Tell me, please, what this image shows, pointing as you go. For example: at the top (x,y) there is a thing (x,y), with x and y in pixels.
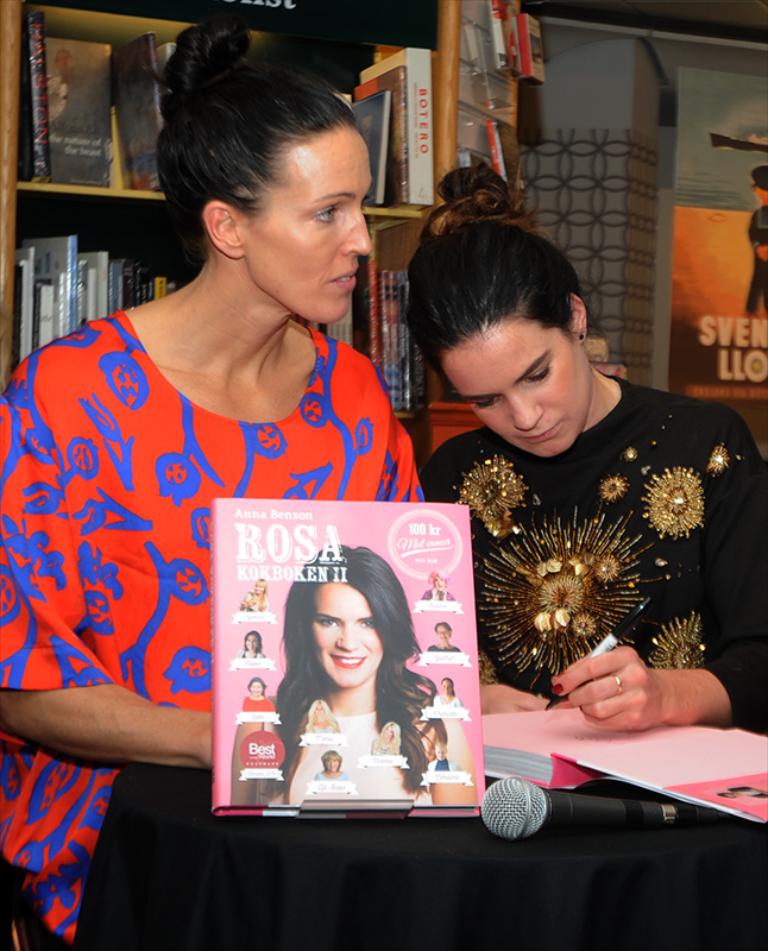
In the picture we can see two women (161,531) wearing red and black color dress (430,496) respectively sitting behind table (405,835) on which there is microphone (579,798), book (598,747) and another book (359,667) and in the background of the picture (143,134) there are some books (393,172) arranged in the shelves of a cupboard (105,205).
